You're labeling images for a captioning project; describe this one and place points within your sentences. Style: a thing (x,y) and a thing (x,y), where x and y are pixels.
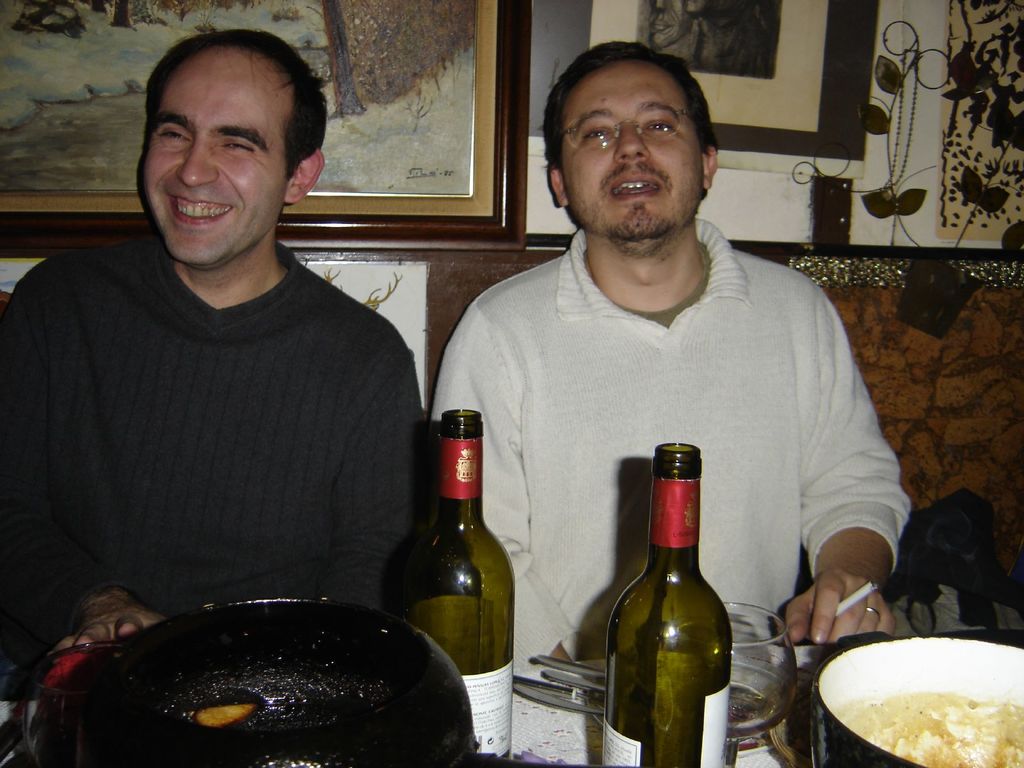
As we can see in the image there are photo frames (528,48) and two people (668,370) sitting on sofa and there is a table (533,712). On table (536,706) there are bowls (822,668), glasses (781,674) and bottle (642,624).
